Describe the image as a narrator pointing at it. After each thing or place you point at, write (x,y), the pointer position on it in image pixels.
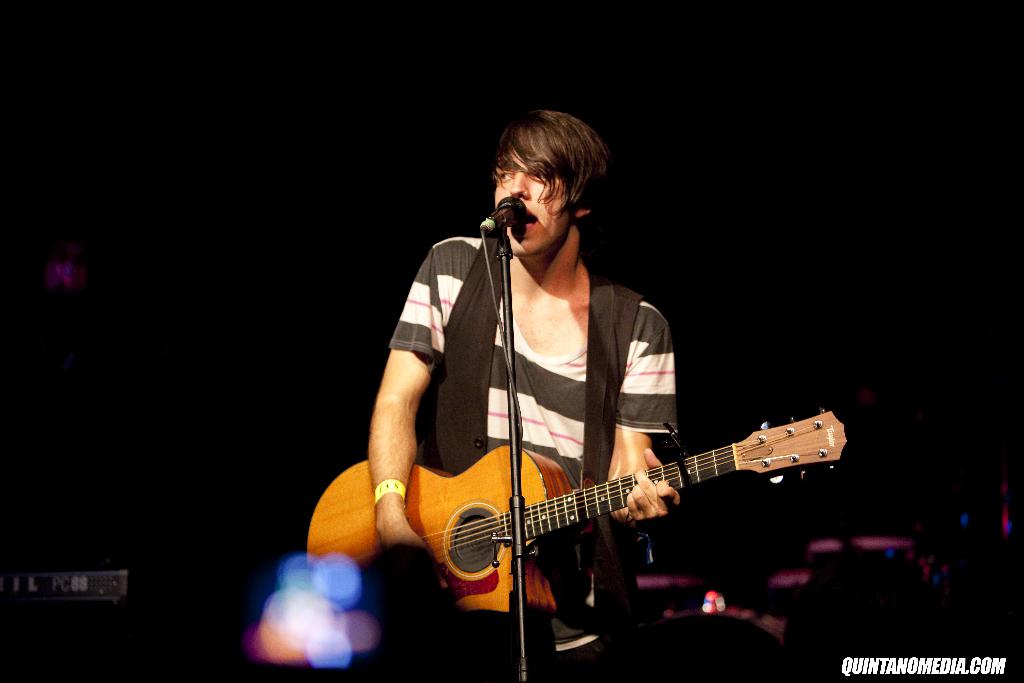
In the middle of the image (482,246) a man (559,175) is standing and playing guitar (530,452) and singing on the microphone (520,215).
